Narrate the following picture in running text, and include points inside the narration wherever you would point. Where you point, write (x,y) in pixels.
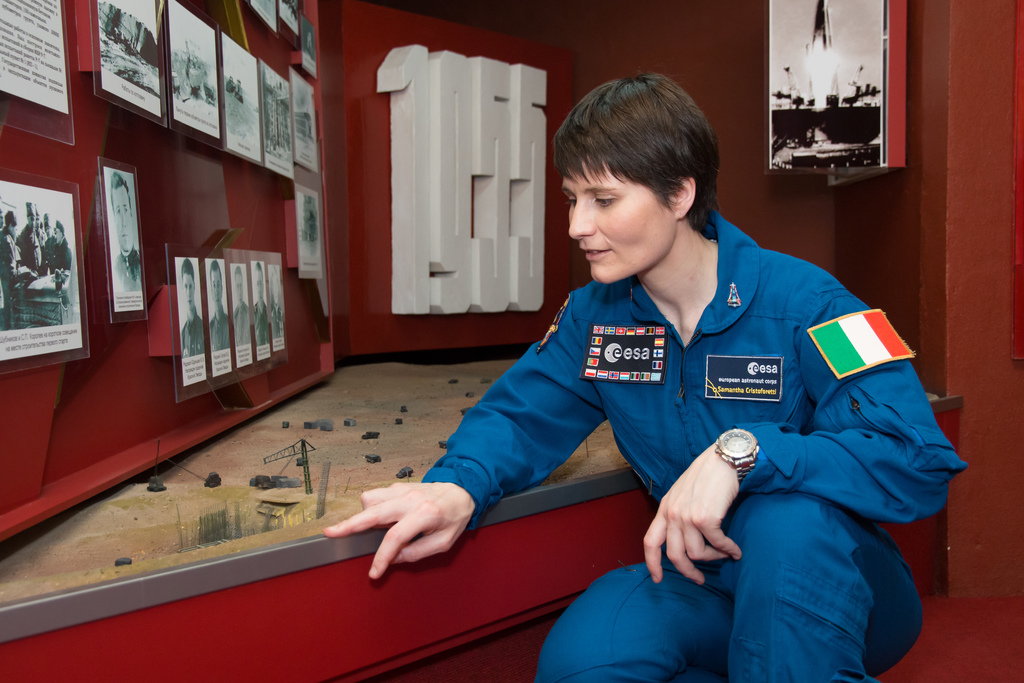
On the right side of this image (696,390) there is a person (722,498) wearing a uniform (766,520) and sitting on the knees (634,639). Beside her there is an object (182,535) which is looking like a table (280,542). On this there is a board (81,432) on which few photo frames (234,101) are attached. In the background (494,38) there is a red color wall (857,218). At the top (833,55) there is a board (808,65) is attached to the wall (939,125).
